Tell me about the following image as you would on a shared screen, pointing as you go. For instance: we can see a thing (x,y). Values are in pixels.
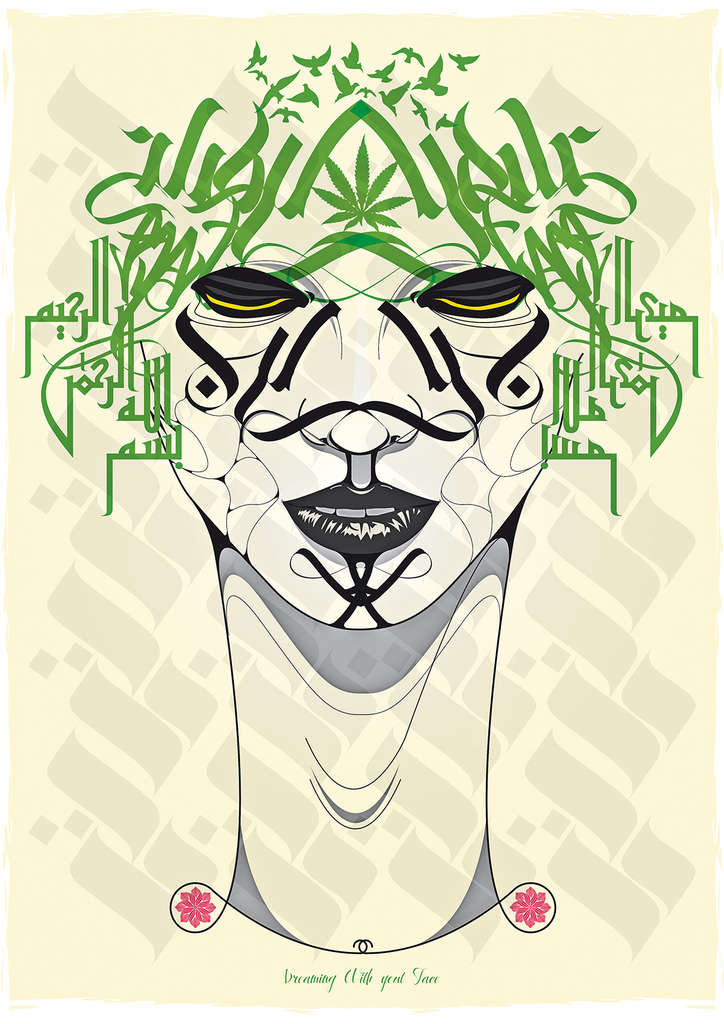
In this image we can see a painting (266,283) and a text (358,973).
